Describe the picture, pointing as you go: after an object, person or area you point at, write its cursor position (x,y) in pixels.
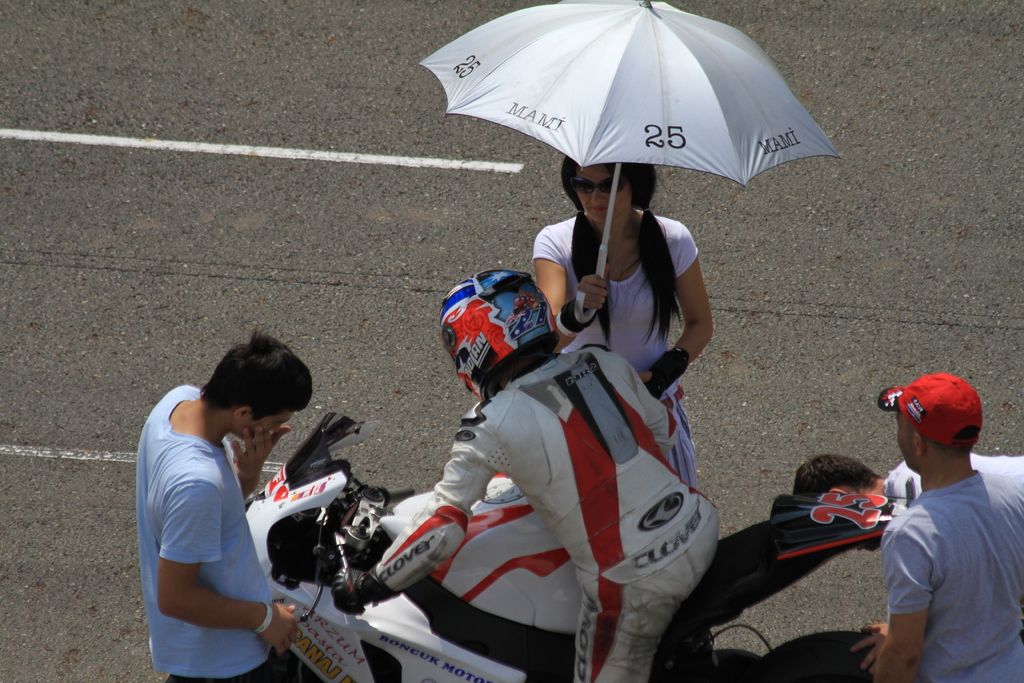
This is a picture taken in the outdoor. The man (580,464) in white suit (549,465) riding a bike (559,602) on the right side of the man (555,427) there is a woman (637,293) in white t shirt (621,311) holding a umbrella (599,145). Backside of the man (611,489) there are other people (902,517) are standing on the road (882,561). On the left side of the man (531,435) there is other man (211,510) in blue t shirt (175,558) standing on the road (135,365).
